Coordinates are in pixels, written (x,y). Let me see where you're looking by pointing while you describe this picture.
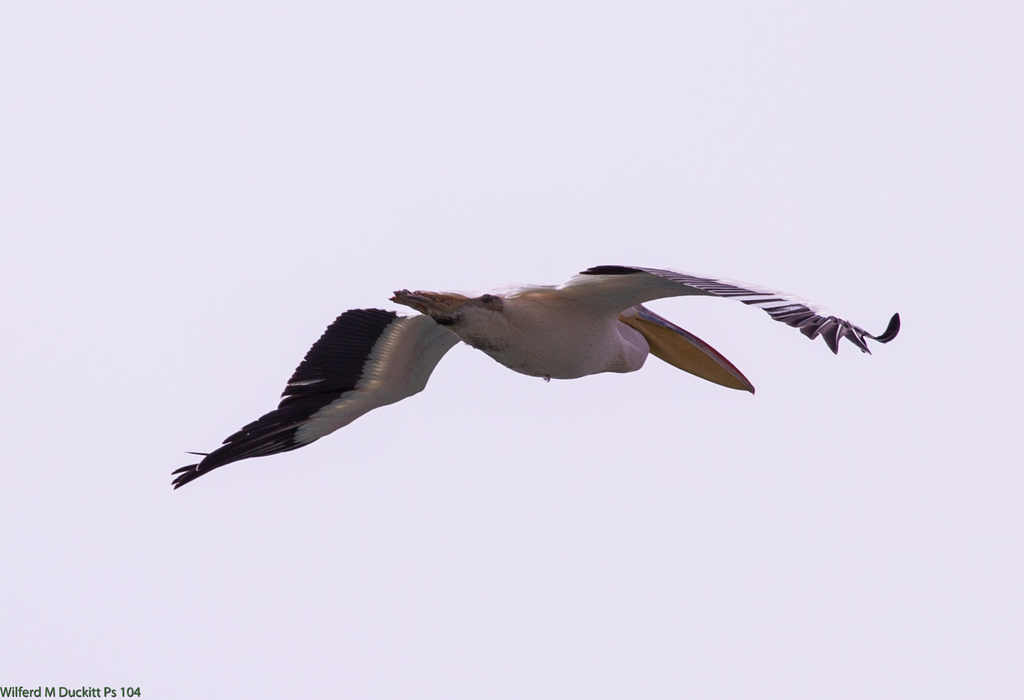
In this image there is a bird (532,314) flying in the sky (650,588), in the bottom left (90,689) there is some text (107,694).
